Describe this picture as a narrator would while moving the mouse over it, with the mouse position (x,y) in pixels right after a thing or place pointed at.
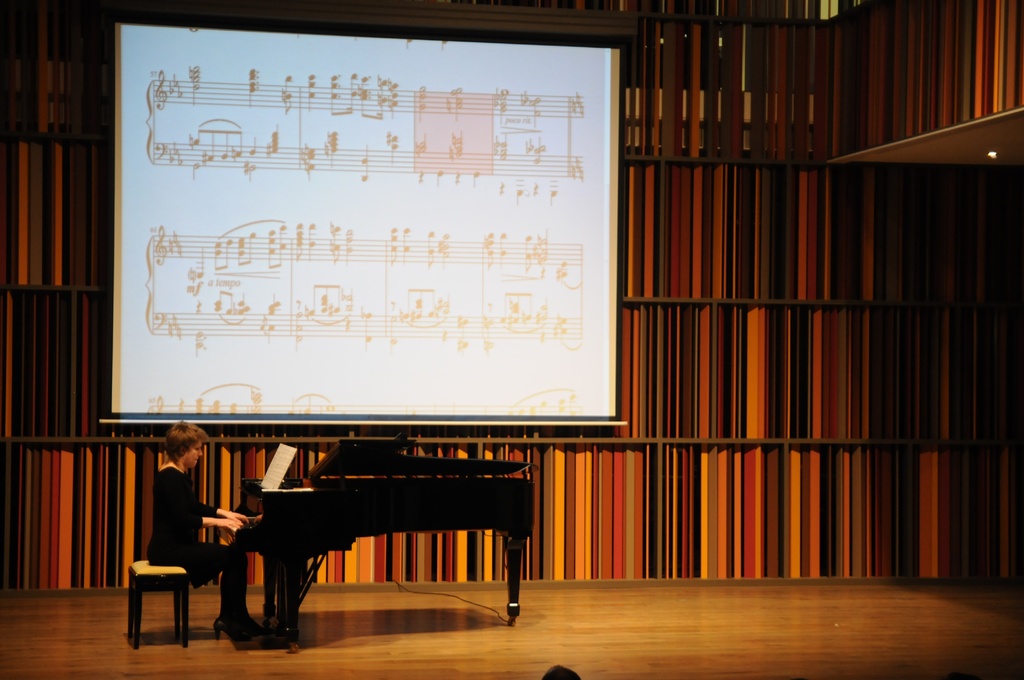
This picture of a stage (99,597). In the picture there is a woman (178,506) seated on a chair (176,576) and playing piano (319,521). In the center of the background (498,326) there is a screen (534,317). In the background (754,274) there is a wall (32,260). Floor (461,651) is made of wood (365,669).
